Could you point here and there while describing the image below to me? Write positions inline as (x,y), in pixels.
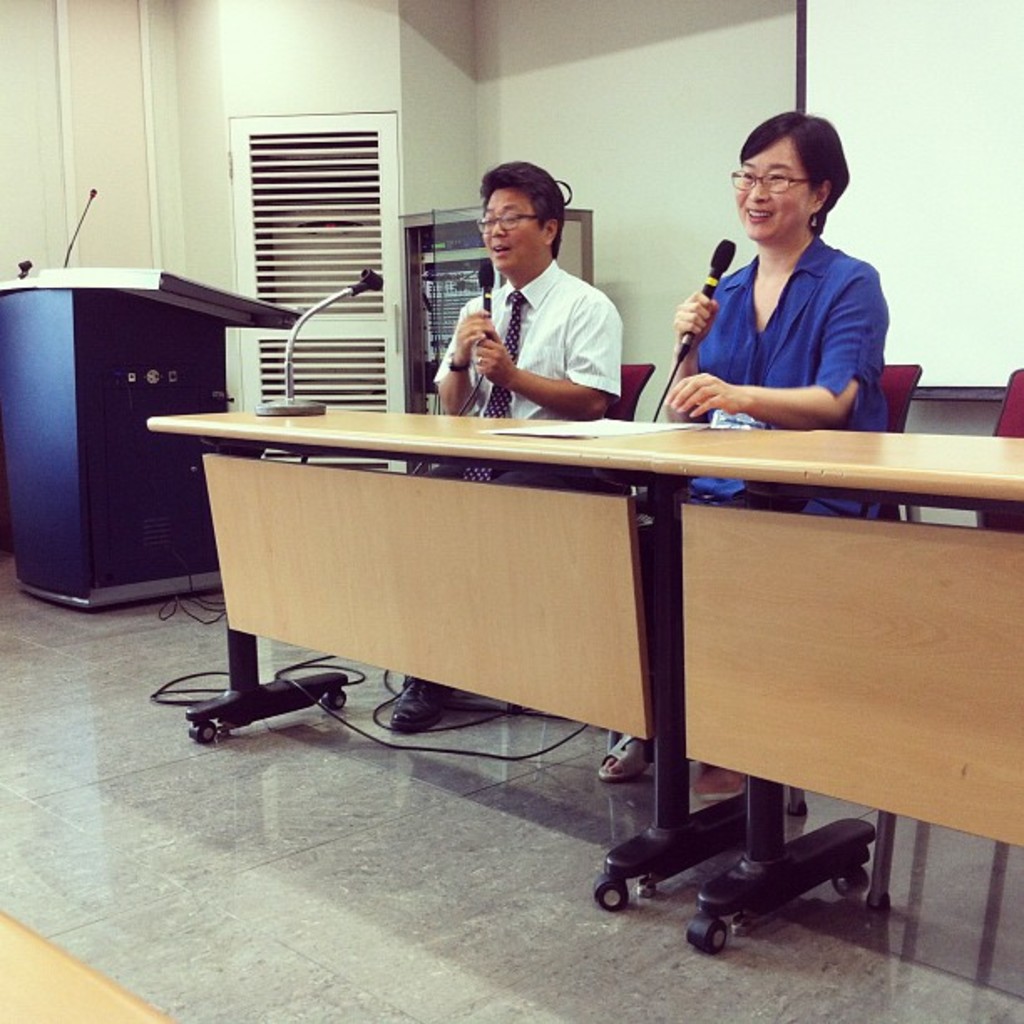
In this image I can see two people (594,302) sitting on the chairs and holding the mic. In front of them there is a table (699,454). On the table (852,444) there is a paper (664,424). To the right of them there is a podium (68,327). At the back (674,104) there's a wall (702,157).
